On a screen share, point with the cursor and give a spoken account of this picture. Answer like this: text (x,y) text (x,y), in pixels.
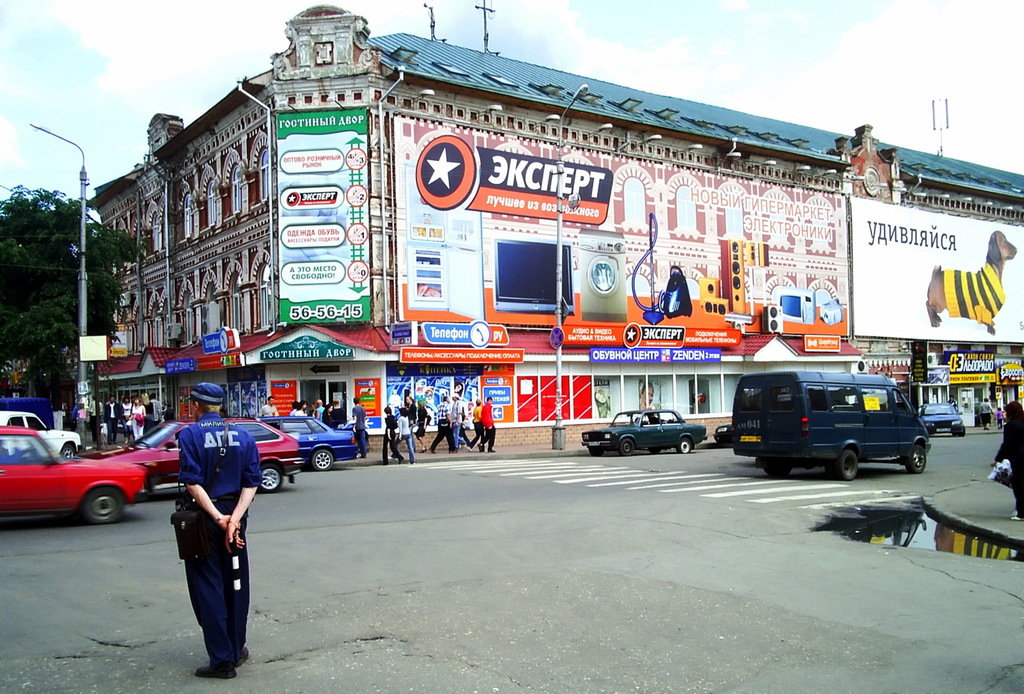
In this image in front (189,546) there is a person (210,562) standing on the road (159,525) by wearing a bag (203,516) and we can see cars (715,435) on the road (576,533). At the backside of the image (538,264) there are buildings (232,229), street lights (80,235), trees (67,215). In front of the building (438,278) there are few people (270,404) walking on the road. In the background (706,52) there is sky (761,48). At the right side of the image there is some water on the road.
